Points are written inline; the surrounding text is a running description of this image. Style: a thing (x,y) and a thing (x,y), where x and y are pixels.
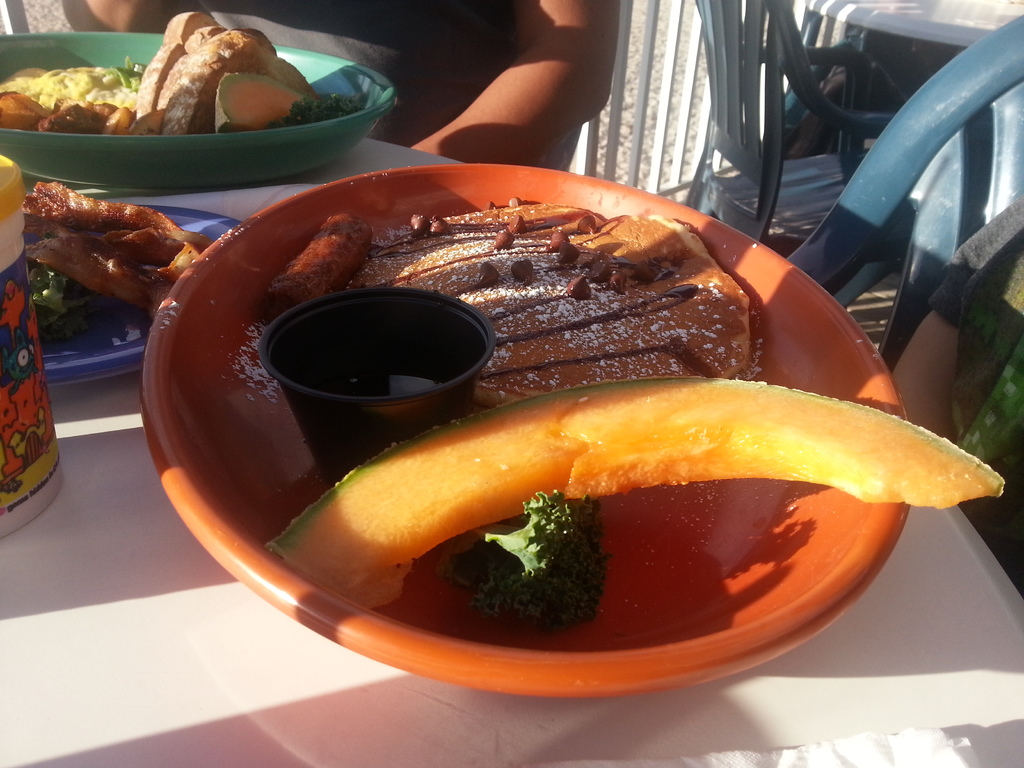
In this picture, I can see table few vegetables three plates (196,360) kept on a table (157,484) and a person (407,26) sitting in chair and behind the person (568,71). I can see a chair (791,48) and dining table (873,29) and there is an iron grill (654,167) after that i can see few stones (653,132).
